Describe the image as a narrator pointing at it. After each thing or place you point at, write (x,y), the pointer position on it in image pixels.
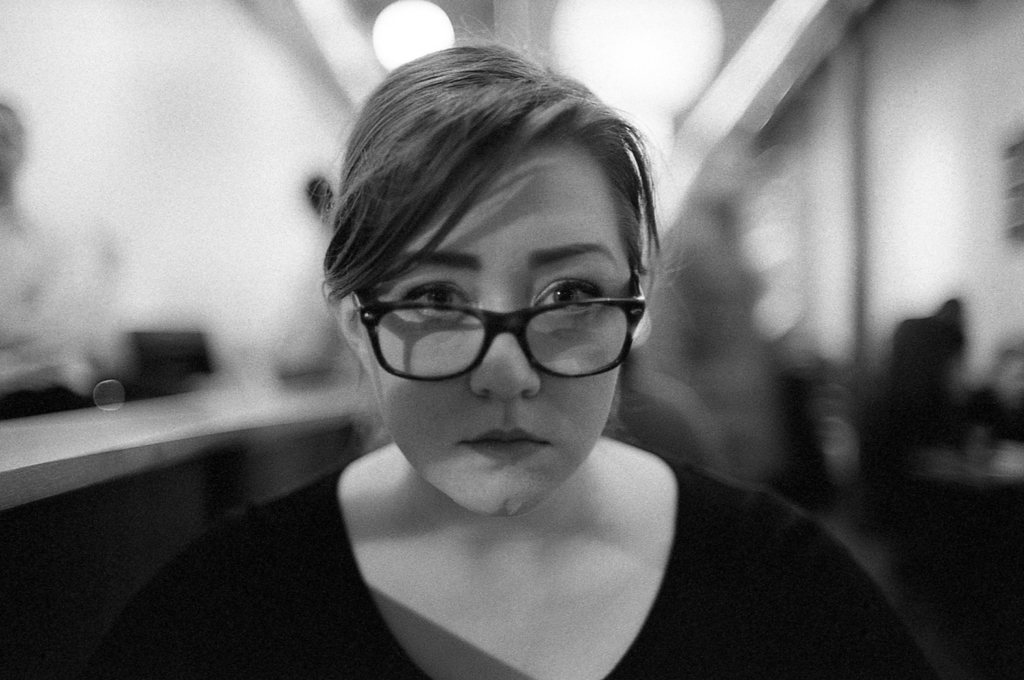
In this image I can see a woman (558,515) is looking at this side, she wore t-shirt (681,569), black color spectacles (534,339).
